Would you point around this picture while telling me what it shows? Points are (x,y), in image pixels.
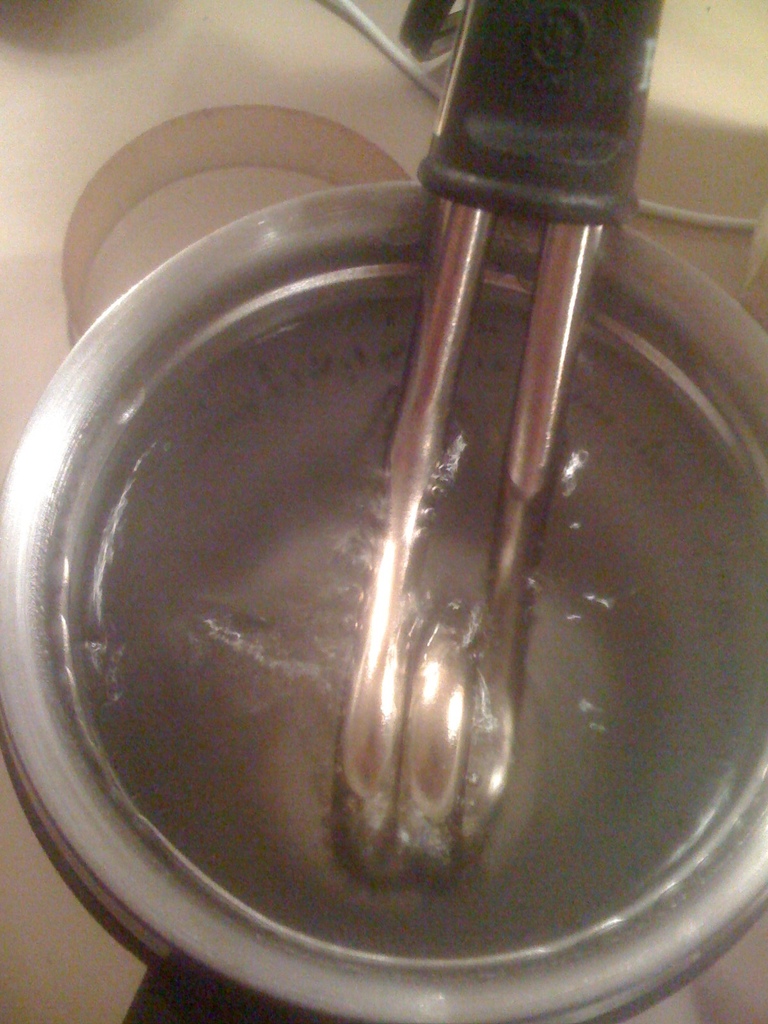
In this image I can see the heater (605,88) in the bowl (582,926) and I can see white color background (78,41).
